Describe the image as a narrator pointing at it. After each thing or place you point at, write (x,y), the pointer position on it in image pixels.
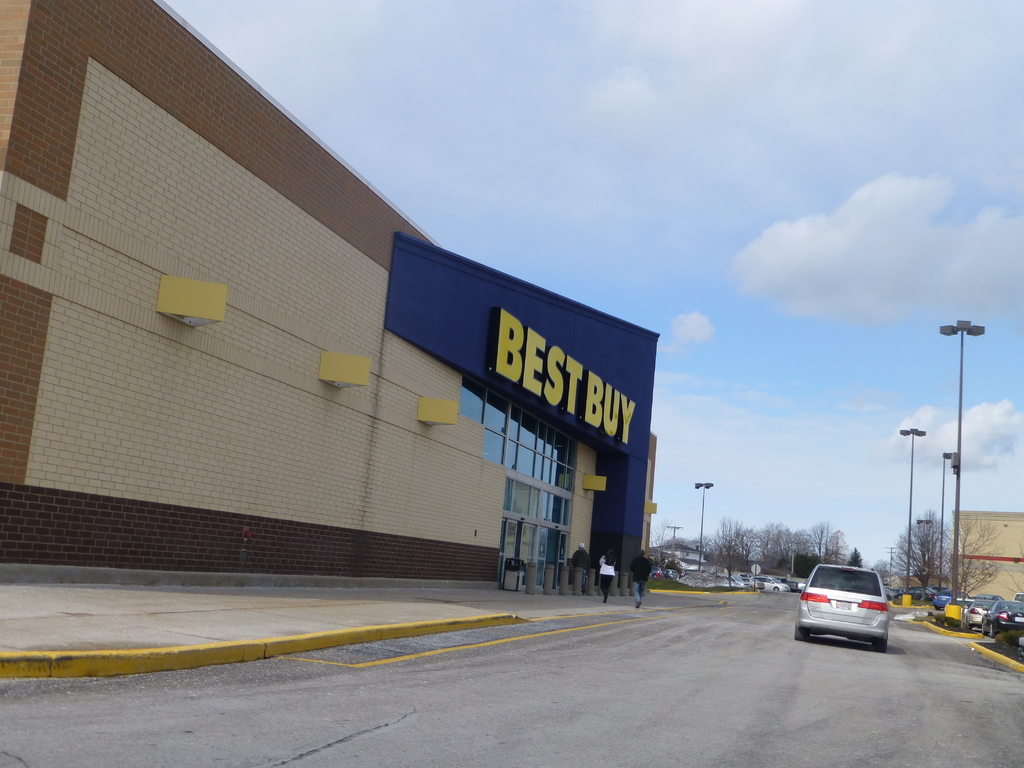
In this image, I can see a glass doors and a name board (612,437). I can see few people (608,565) walking. This is a car (875,646) on the road (833,648). I think these are the street lights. I can see the vehicles (785,583), which are parked. These are the trees (725,555). I can see the clouds (807,312) in the sky (781,264). On the right side of the image (980,525), that looks like another building (993,554). I think this is the pathway (350,609).
